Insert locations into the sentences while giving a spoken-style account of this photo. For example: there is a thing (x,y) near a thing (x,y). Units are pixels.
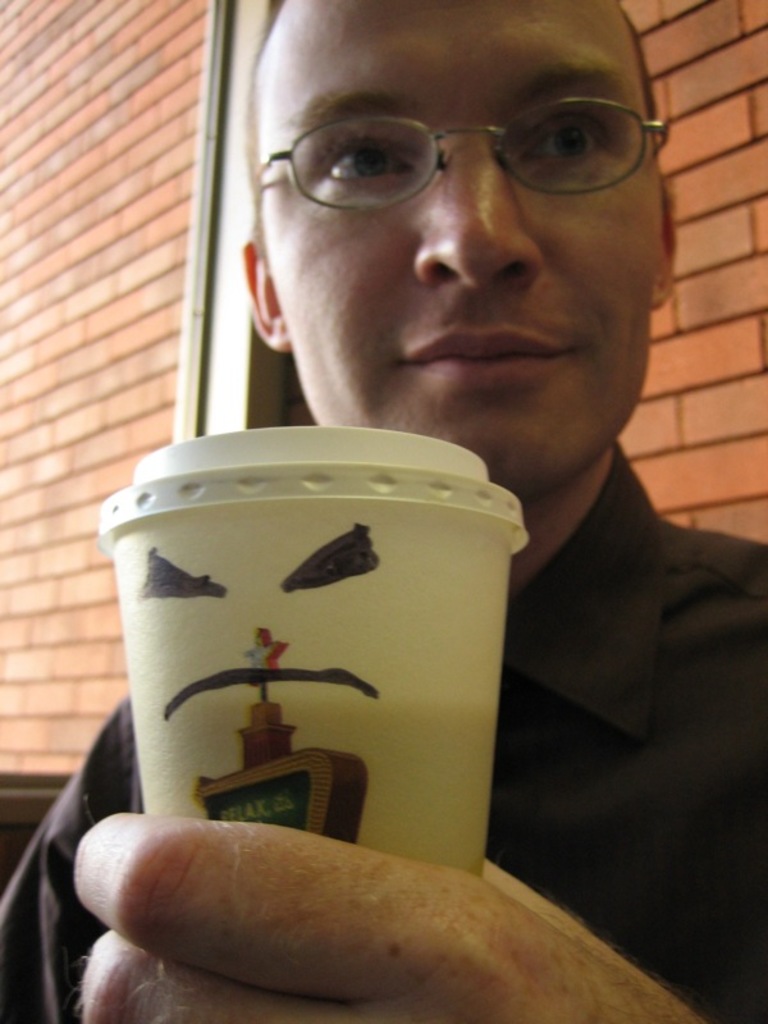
In the center of the image (494,379) we can see a man (606,946) is holding a glass (368,469) and wearing shirt (719,777), spectacles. In the background of the image (759,228) we can see the wall (735,310). On the left side of the image (18,297) we can see the glass window (73,322).
